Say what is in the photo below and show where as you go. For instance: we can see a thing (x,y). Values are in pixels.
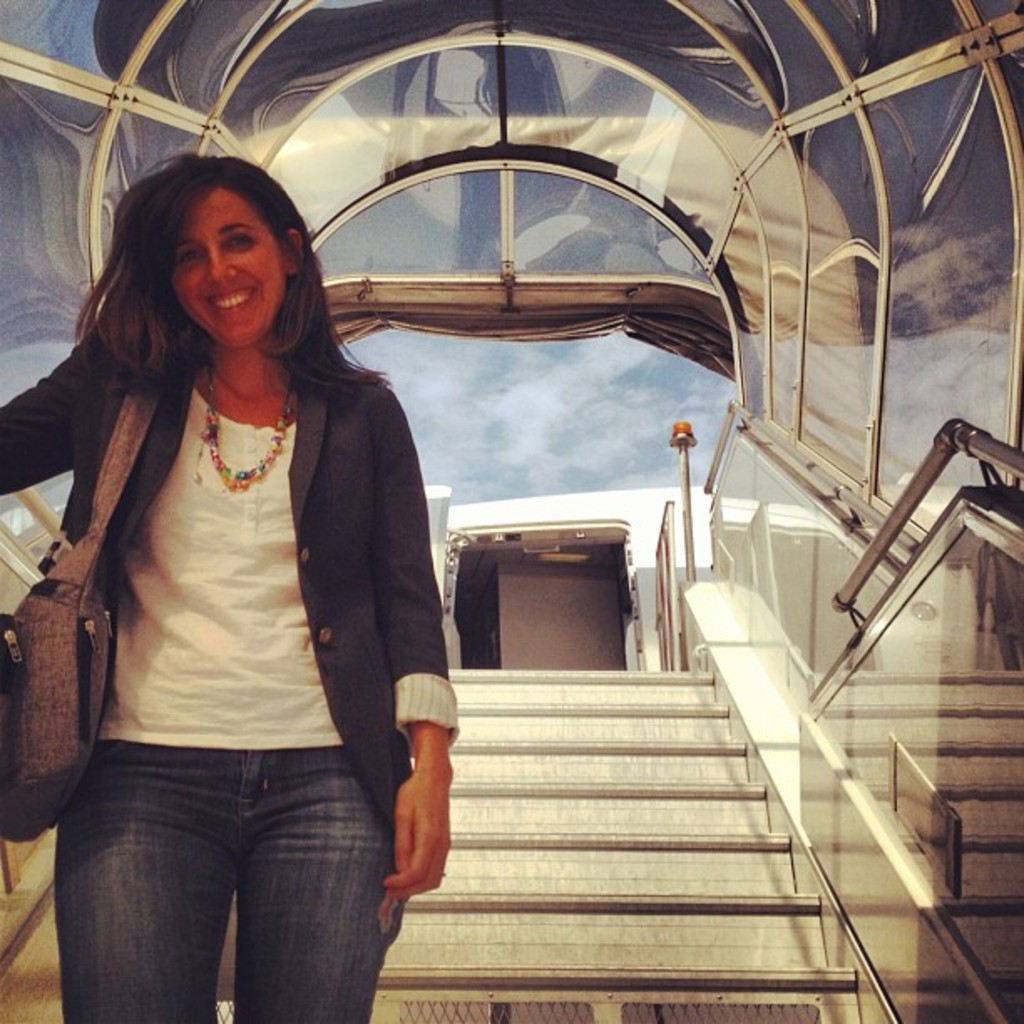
In the foreground of the picture (351,692) there is a woman (185,776) standing on the staircase (715,739), in a walkway (930,262). In the background (687,519) there is a pole (686,461) and there is an airplane (554,524). Sky (538,412) is partially cloudy.
